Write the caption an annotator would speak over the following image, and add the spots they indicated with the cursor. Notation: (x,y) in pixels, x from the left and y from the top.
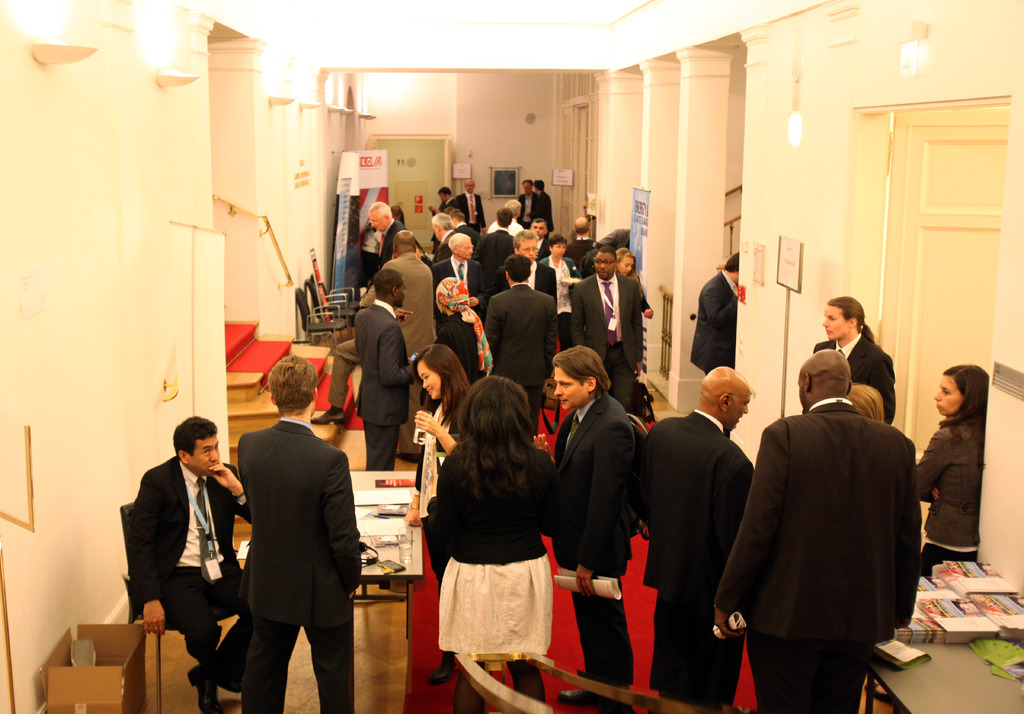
In this image there are a few people (461,377) standing and few people (186,557) sitting in chairs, in front of them on the tables (420,551) there are some objects (364,559), there are stairs (247,348), banners (338,250), posters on the wall (778,319) and pillars (664,222), there is a wooden fence (665,299), stairs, lamps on the walls (796,195), doors (893,260).
